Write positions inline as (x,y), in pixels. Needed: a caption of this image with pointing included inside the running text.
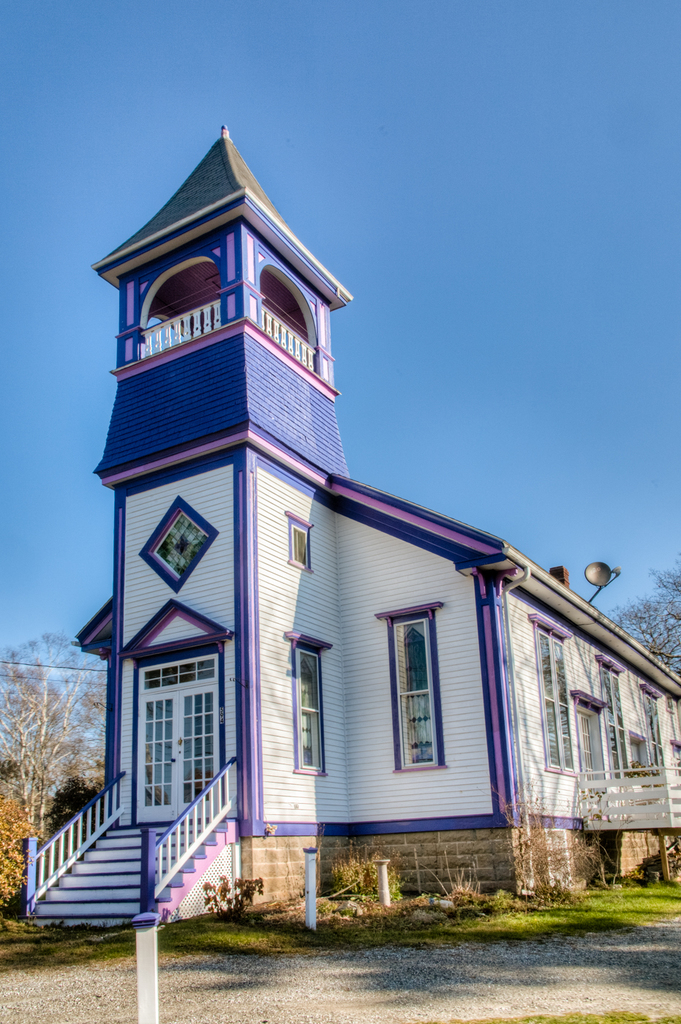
This is the picture of a house (432,792), to the side there is a path (321,964). In the background (618,399), there are some trees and the sky (322,112).
